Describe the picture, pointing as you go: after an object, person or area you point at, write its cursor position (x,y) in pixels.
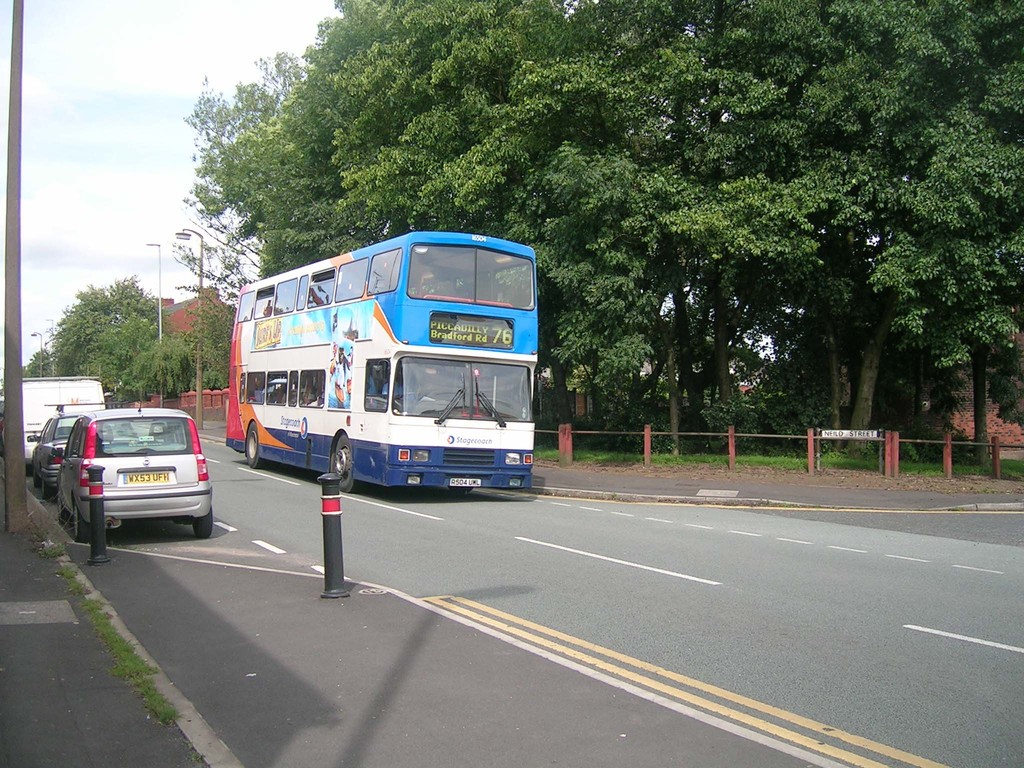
In this picture I can see the vehicles (323,446) on the road (408,564). I can see trees (179,357). I can see pole lights (199,393). I can see metal fence (714,437). I can see clouds (179,186) in the sky (111,142).
